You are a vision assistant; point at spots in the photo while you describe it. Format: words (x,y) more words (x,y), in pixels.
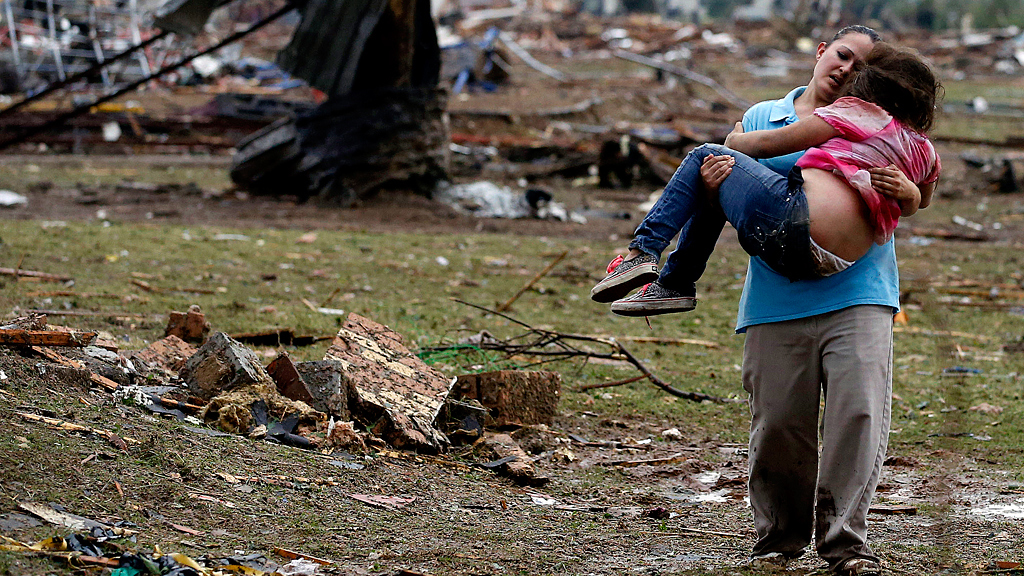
In this picture there is a woman (830,382) wearing blue T-shirt (812,304) is standing and holding a person (810,220) in her hands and there are few wooden objects (352,380) behind her and there are some other objects (495,67) in the background (527,50).
